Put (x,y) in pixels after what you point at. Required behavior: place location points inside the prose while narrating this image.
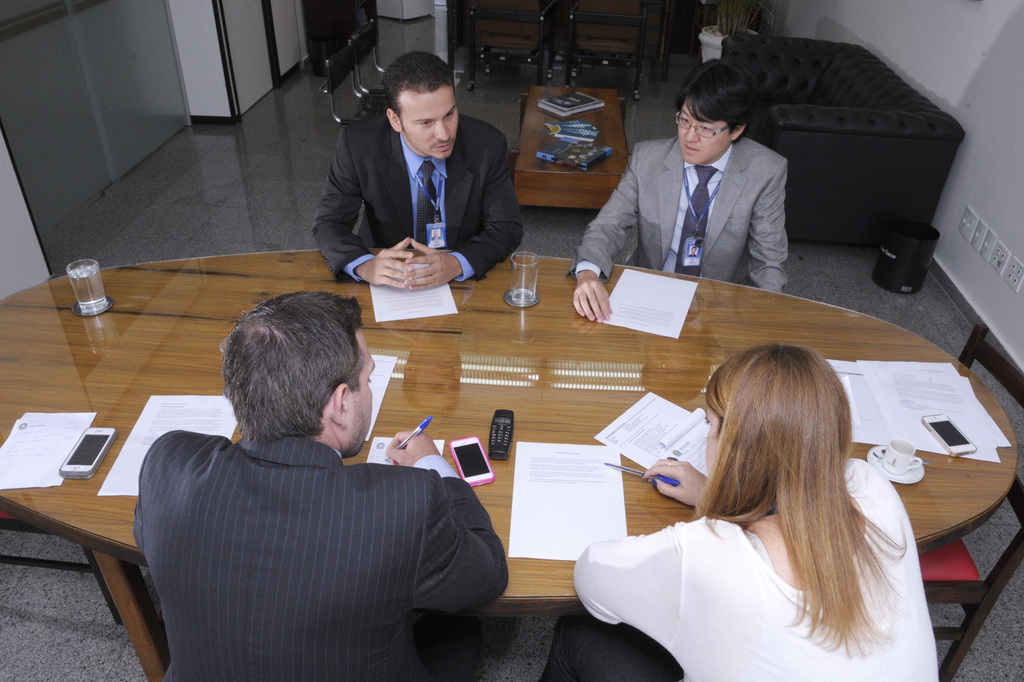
In this image, there is an inside view of a building (183,95). There are four persons (508,183) wearing clothes (356,489) and sitting in front of the table (496,407). This table (529,359) contains phones (81,466), book (671,454), glasses (87,278), cup (899,455) and some papers (883,416). There is a couch (861,81) in the top right of the image (857,97) and there is a table (593,120) in front of it.
